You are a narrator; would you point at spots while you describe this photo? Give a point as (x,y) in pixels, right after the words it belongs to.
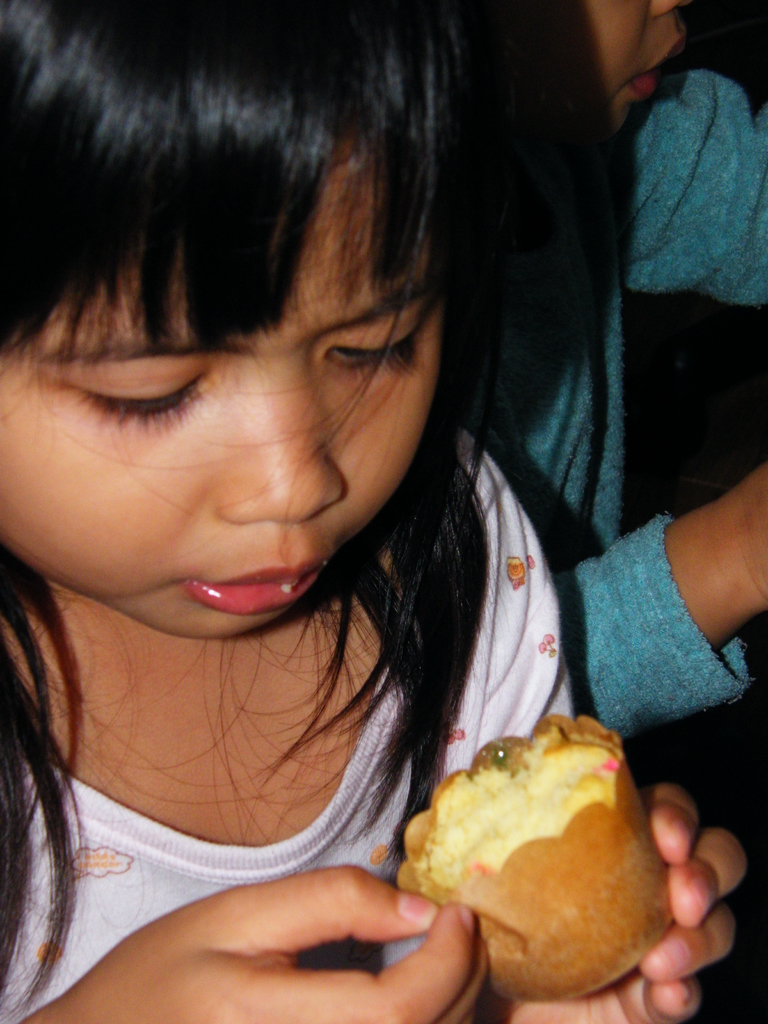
In this image, we can see a girl (296,551) is holding a cupcake (579,930) with paper (568,900). Right side of the image (588,222), we can see another kid (616,211).
